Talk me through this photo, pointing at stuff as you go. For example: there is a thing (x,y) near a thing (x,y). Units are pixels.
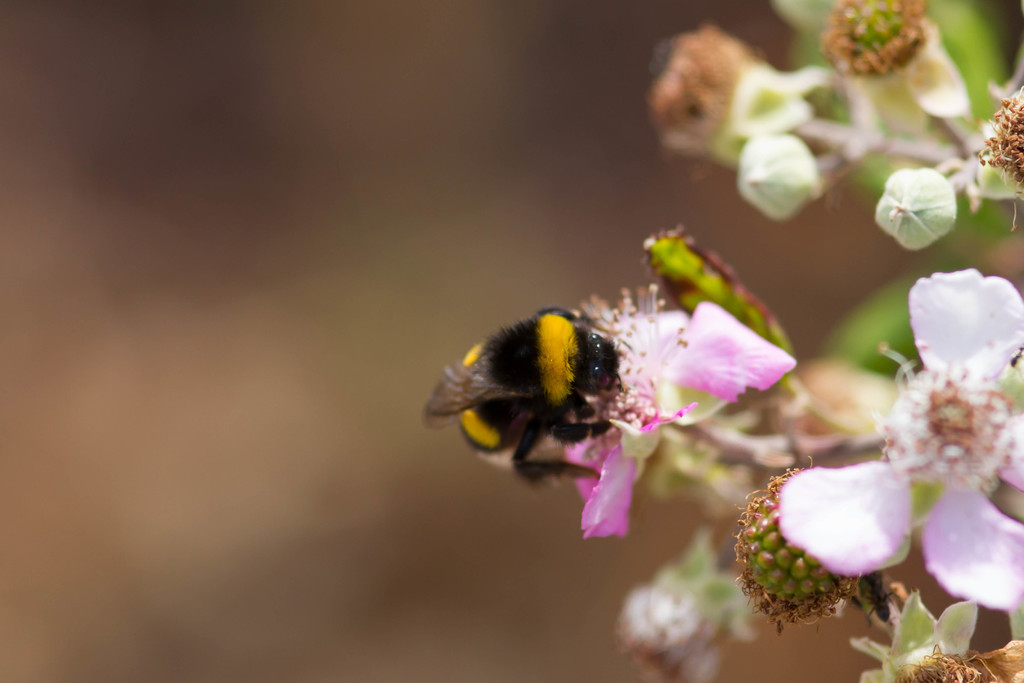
In this picture we can see an insect (569,369), flowers (683,361), buds (776,178), leaves (948,40) and in the background (549,169) it is blurry.
